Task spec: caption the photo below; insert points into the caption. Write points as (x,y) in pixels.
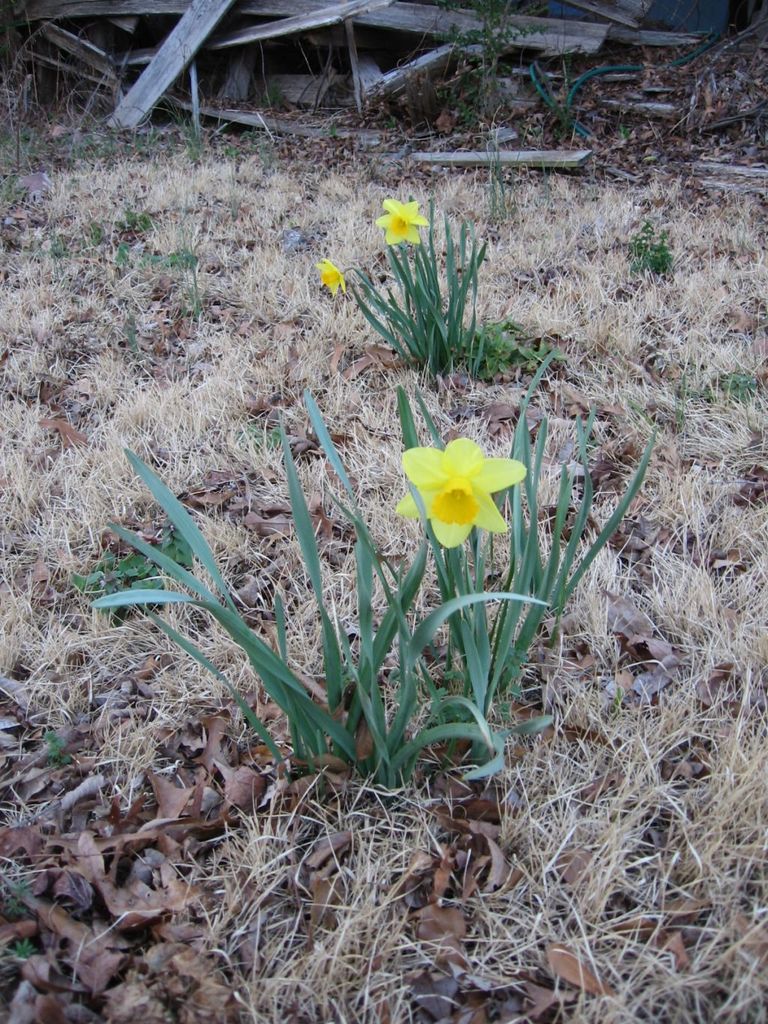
In this image we can see the plants (464,293) and flowers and there are some dry leaves (569,953) and grass (625,843) on the ground (463,203). We can see some wooden objects (292,99) in the background (136,7).
